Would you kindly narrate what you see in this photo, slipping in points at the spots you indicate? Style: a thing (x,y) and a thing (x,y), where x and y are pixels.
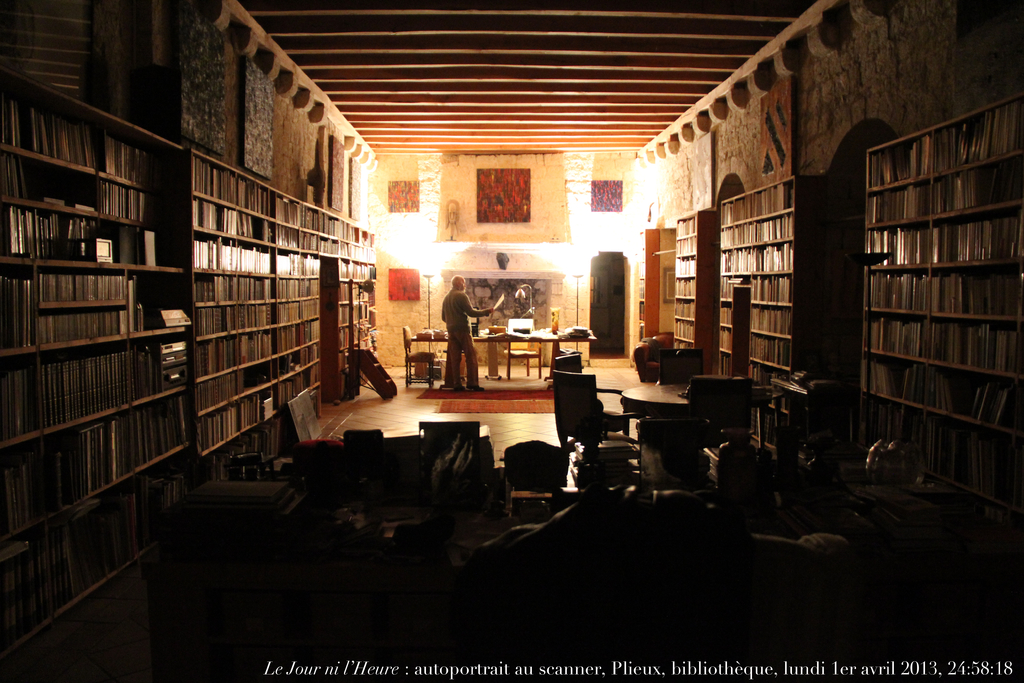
In this image there is a person (453,339) standing and holding a paper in his hand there is a table (491,359) in front of the person (474,360), on the other side of the walls (811,261) there are books (918,285) on the shelves (731,250) and there are chairs (716,382) and tables (634,402) on the floor (473,418).
